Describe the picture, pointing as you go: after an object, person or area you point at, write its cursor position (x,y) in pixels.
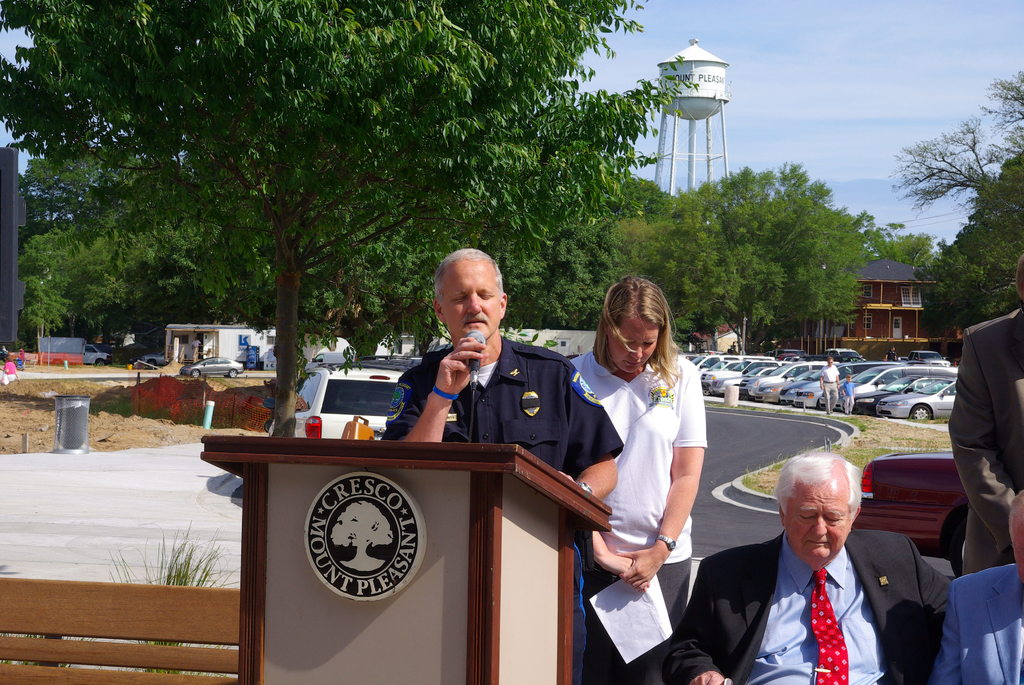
At the bottom of this image (549,461), there is a person (555,370) in a uniform (395,388), holding a microphone (476,370) with a hand (451,382), standing in front of a wooden stand (522,465). Behind this person (590,395), there is a woman (660,386) in a white color t-shirt (671,451), holding a paper (627,627) with a hand (640,577) and standing. On the right side (778,605), there are three persons (775,562). One of them is standing. In the background (898,395), there is a person (834,386) and a child (849,398) walking on a footpath (878,418), there are vehicles (938,394), trees (489,194), a tank (713,78) and there are clouds (941,128) in the sky (876,6).
